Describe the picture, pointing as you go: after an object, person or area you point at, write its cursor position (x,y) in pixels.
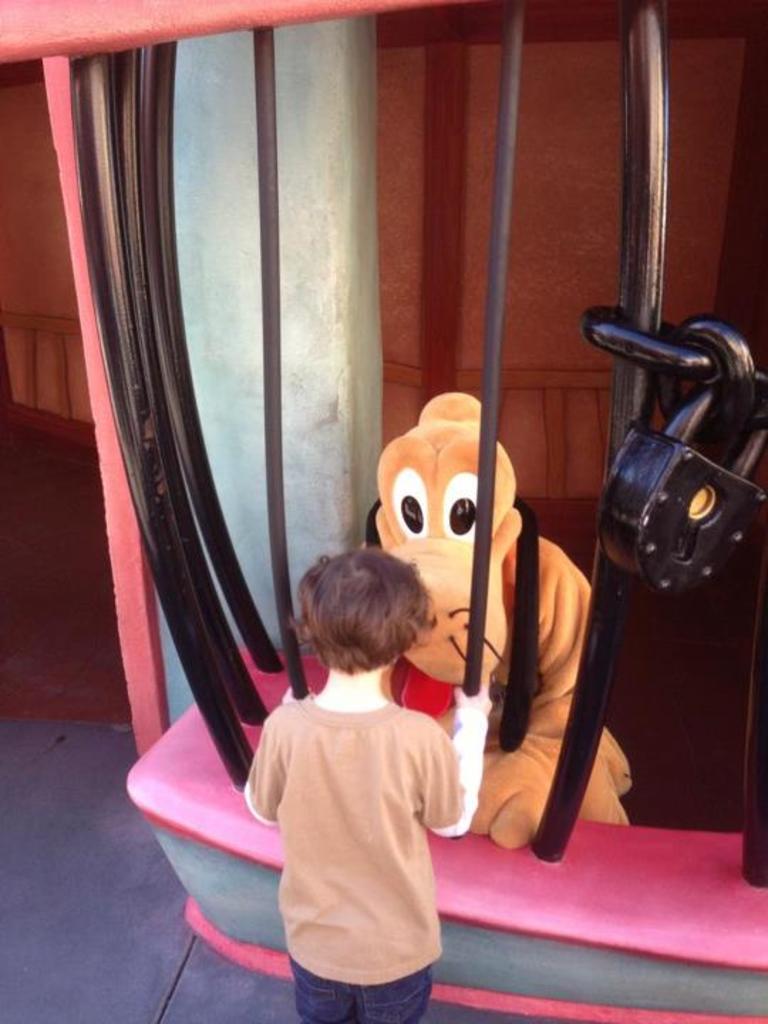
Here we can see a kid (326,982) and a toy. In the background (540,169) we can see wall (532,244).
